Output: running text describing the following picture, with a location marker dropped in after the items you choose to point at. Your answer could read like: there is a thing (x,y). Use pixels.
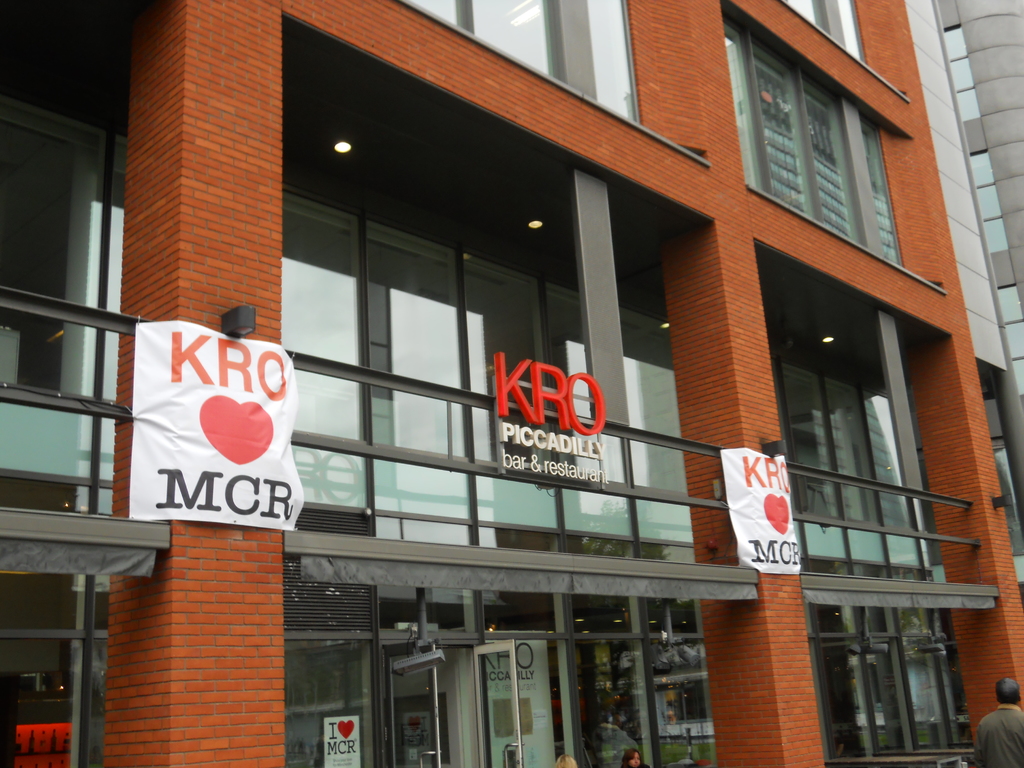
In the center of the image (589,382) there is a building (705,403). On the left (232,440) and right side of the building (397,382) we can see posters (214,437). At the bottom of the image (445,742) there is a door (493,765) and persons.
